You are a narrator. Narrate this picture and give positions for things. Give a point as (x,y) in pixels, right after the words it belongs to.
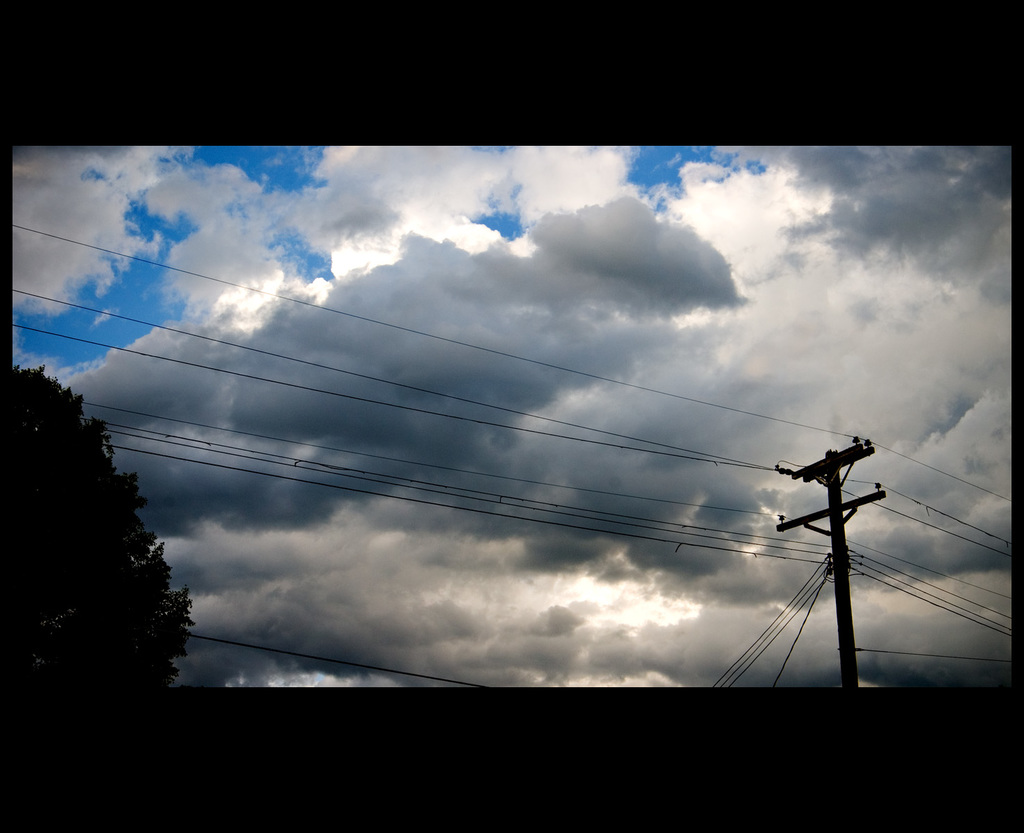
In this picture we can see current pole (852,641), wires (801,603), tree (65,530) and sky (544,414) with clouds (509,533). In the background of the image (352,91) it is dark.
